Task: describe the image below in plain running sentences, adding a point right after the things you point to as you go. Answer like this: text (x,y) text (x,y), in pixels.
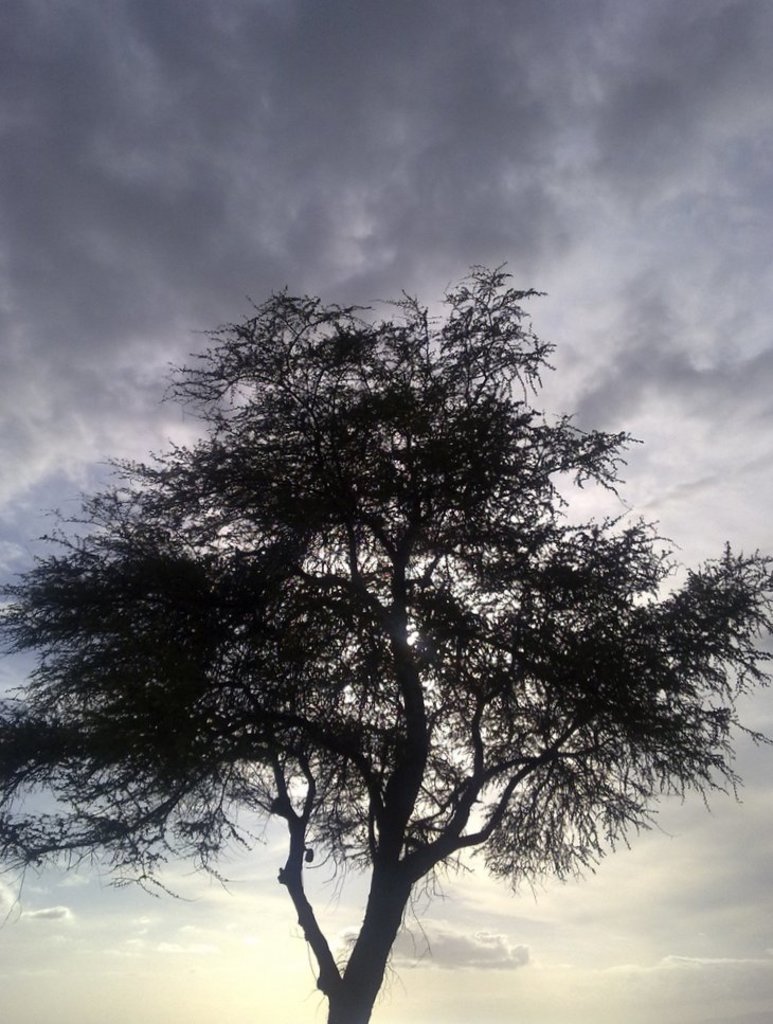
In the foreground of the picture (375,686) there is a tree (381,765). In the background (599,960) it is sky (159,296), sky (205,255) is cloudy.
